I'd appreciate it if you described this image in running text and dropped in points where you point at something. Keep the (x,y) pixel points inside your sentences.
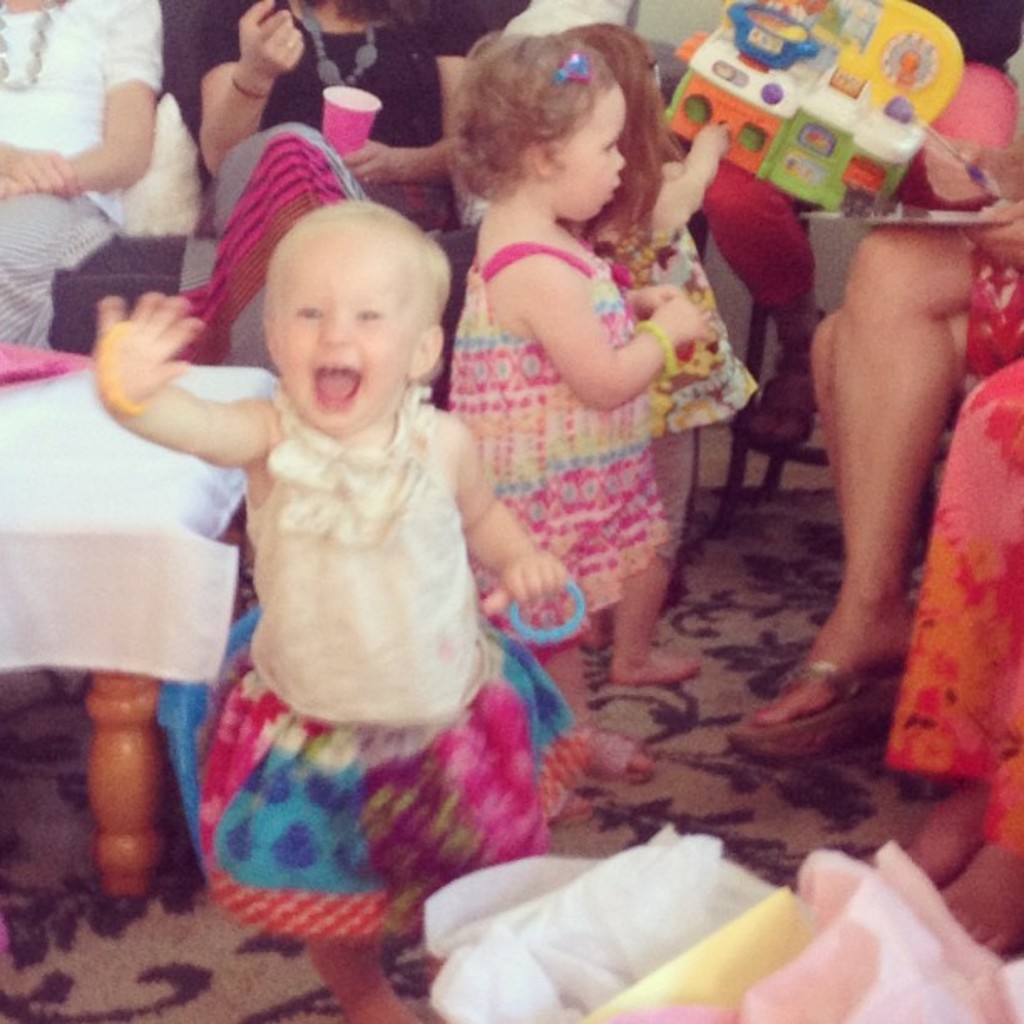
On the left side (158,593), there is a stool (89,496) covered with white color cloth (58,499). Beside this stool (158,556), there are children (311,260) standing on the floor (138,936), which is covered with a carpet (131,965). On the right side (998,310), there are persons (994,916) sitting. In the background (398,124), there are persons (334,157) sitting.
